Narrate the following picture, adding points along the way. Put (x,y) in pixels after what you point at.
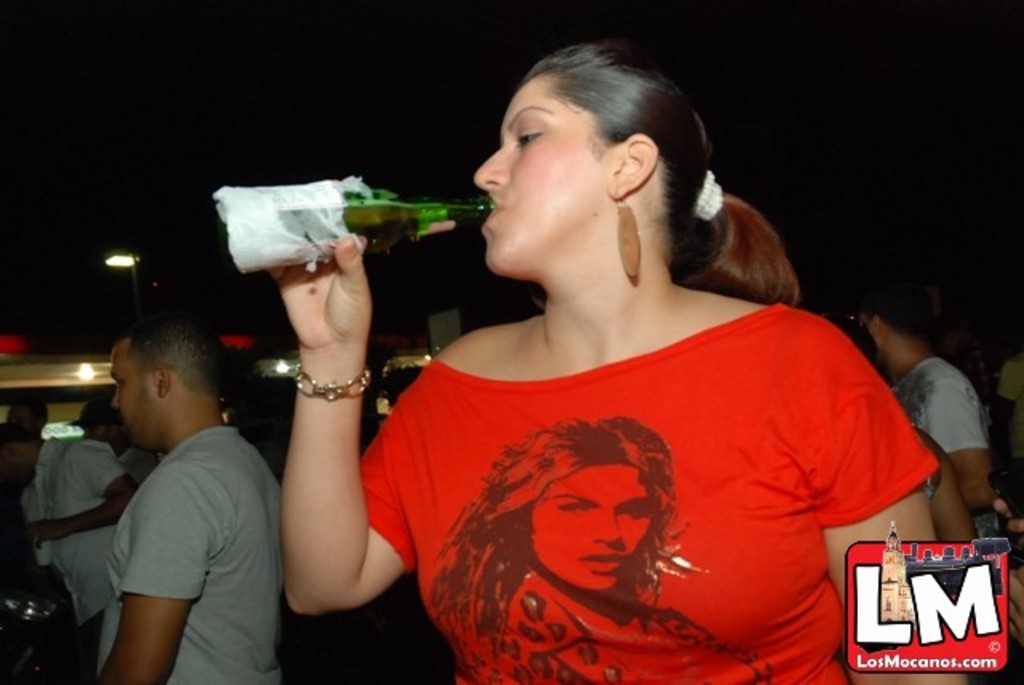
In this picture I can observe a woman (483,425) drinking, holding a bottle (350,223) in her hand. She is wearing red color dress (608,509). In the background (148,500) there are some people (940,382) standing. On the bottom right side (889,597) I can observe a watermark (860,584). The background (131,140) is dark.
